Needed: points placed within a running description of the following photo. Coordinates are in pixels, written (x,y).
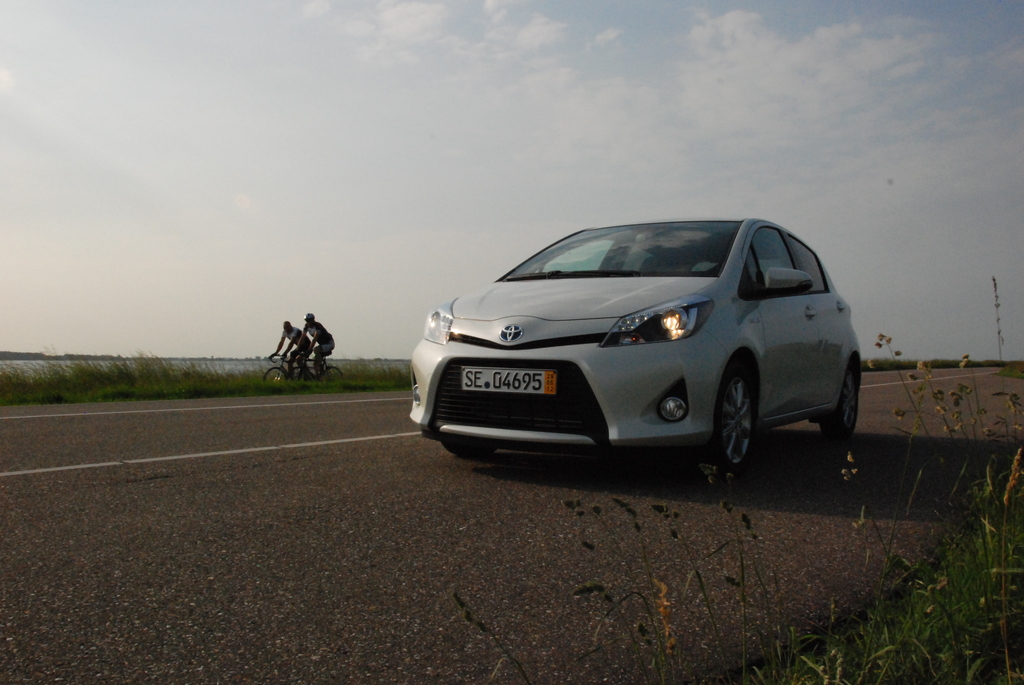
In the image there is a car (611,302) moving on road (650,502) with grass (964,620) on either side of it and behind it there are two persons (304,356) cycling and above its sky (524,131) with clouds (815,174).
